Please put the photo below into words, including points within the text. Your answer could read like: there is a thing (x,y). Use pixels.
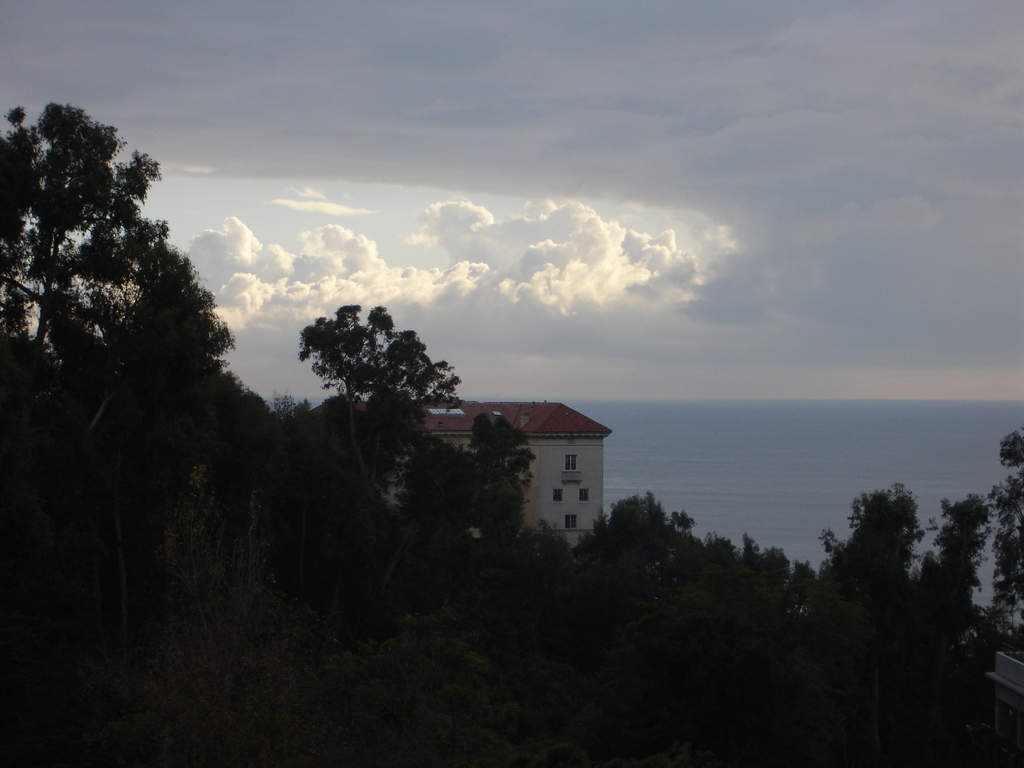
At the bottom of the image (407,581) there are many trees (436,474). Behind the trees (436,474) there is a building (557,447) with roofs (554,427), walls (557,471) and windows (564,465). And also there is water (928,413). At the top of the image (416,169) there is sky (453,161) with clouds (453,161).
